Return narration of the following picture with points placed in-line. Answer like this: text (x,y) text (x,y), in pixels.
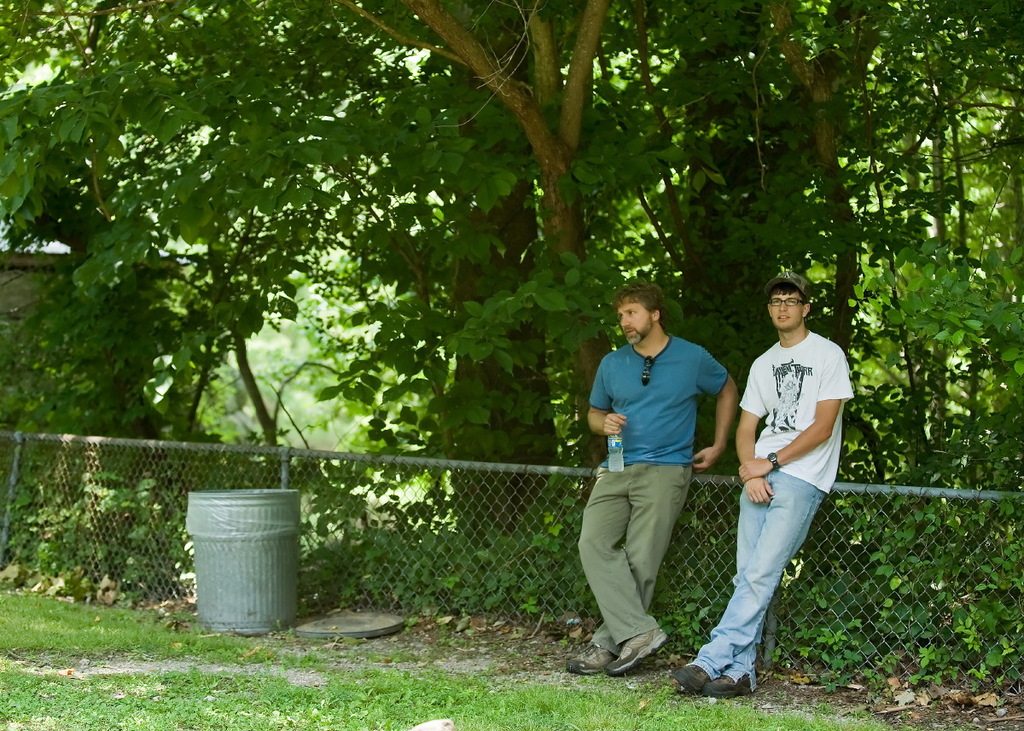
In this image there are two boys (668,437) standing on the ground (567,629) by leaning on the fence (703,496). In the background (555,207) there are trees (447,187). On the left side (207,543) there is a dustbin (211,580) on the ground (145,615). On the ground (208,637) there is grass (361,699). The man (604,405) on the left side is holding the bottle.
